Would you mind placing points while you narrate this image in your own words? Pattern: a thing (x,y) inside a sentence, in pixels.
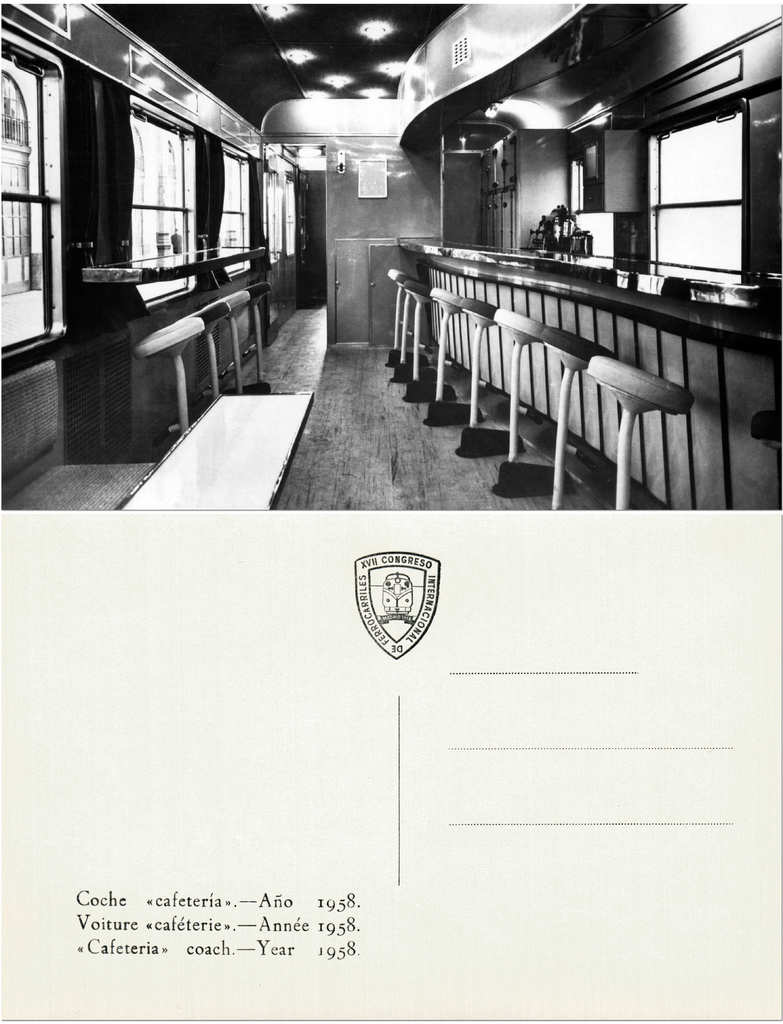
It is a postcard. In this image there are chairs (417,352). There are glass windows (181,185). There is a photo frame (380,187) on the wall (371,231). On top of the image (278,19) there are lights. At the bottom of the image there is some object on the floor (365,434). There are some text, numbers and a picture (407,643) on the image.
